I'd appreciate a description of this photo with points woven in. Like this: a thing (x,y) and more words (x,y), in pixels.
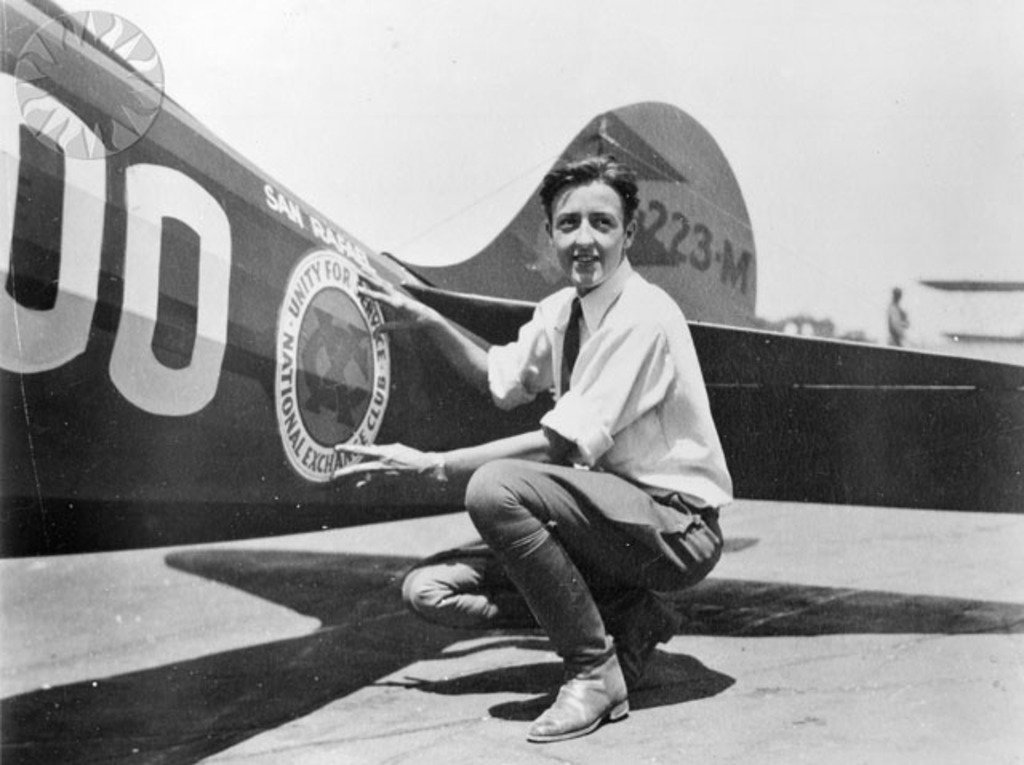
In this image we can see there is a person (599,371) sitting and touching an airplane (411,333). At the back (903,322) it looks like a person (894,332) and there is the sky (565,42).
